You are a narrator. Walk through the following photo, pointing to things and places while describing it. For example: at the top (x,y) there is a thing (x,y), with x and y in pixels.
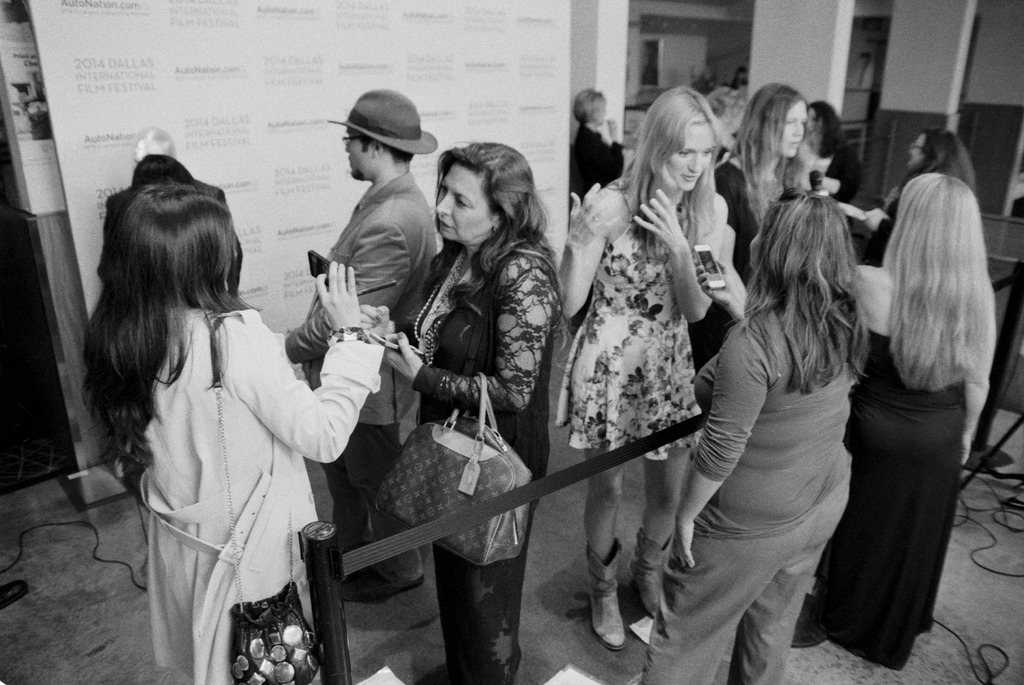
This is a black and white pic. Here we can see a man (387,300) standing on the floor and there is a hat (390,144) on his head (356,145) and rest all are women (525,284) standing on the floor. On the left (224,302) we can see two women (465,248) carrying bags (460,490) on their hand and shoulder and among them few woman (537,361) are holding mobiles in their hands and we can see hoarding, wall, pillars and cables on the floor (13,538).
